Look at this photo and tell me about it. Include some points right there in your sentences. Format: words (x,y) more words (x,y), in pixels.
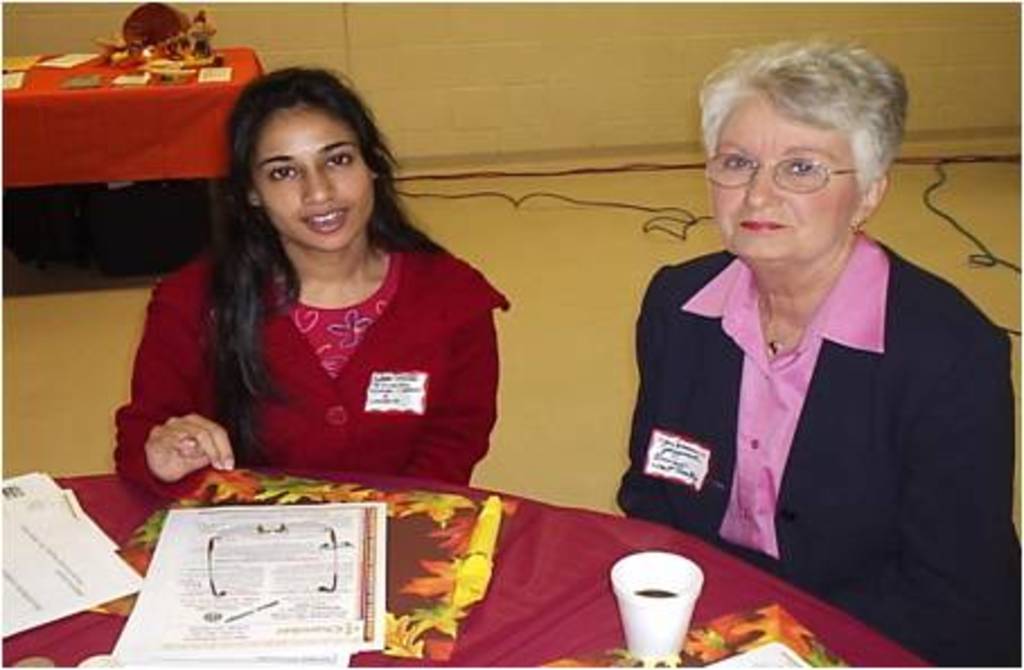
in the picture there are two woman (187,347) sitting on the chair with the table (363,578) in front of them, on the table (113,513) can see a glass (615,600) paper (300,572) and spectacles (228,558), on the floor (574,237) we can see cables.
